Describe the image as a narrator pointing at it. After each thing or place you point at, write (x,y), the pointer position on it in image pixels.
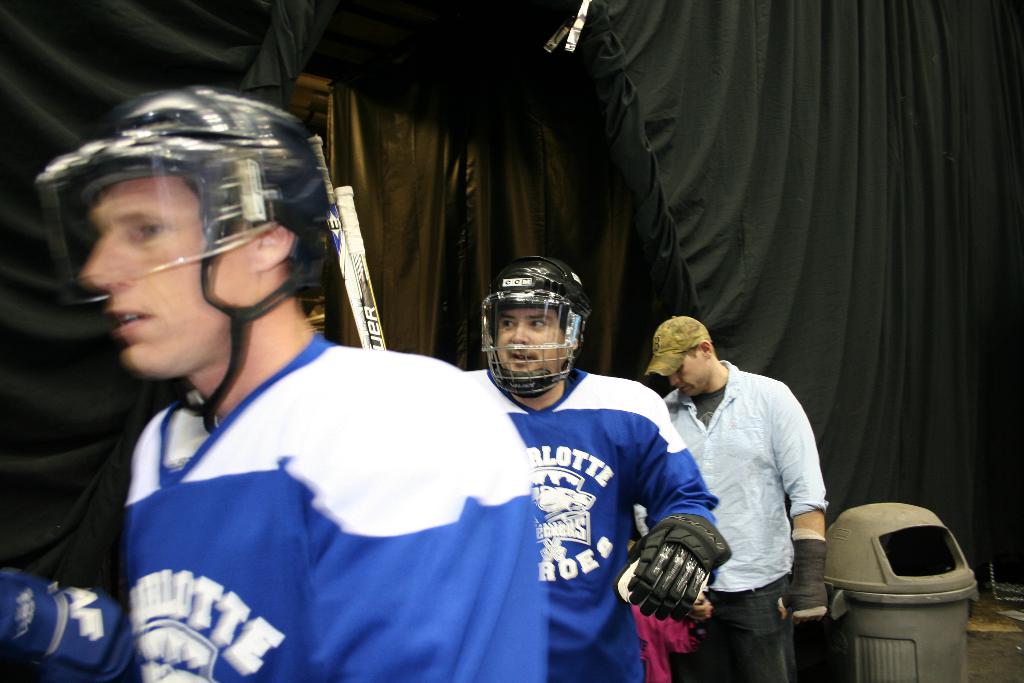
In this image we can see a group of people (271,206) are standing, they are wearing helmets (131,165) and holding a bat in the hands (121,635), at the back (699,208) there is a bin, there is a black curtain (701,313).
